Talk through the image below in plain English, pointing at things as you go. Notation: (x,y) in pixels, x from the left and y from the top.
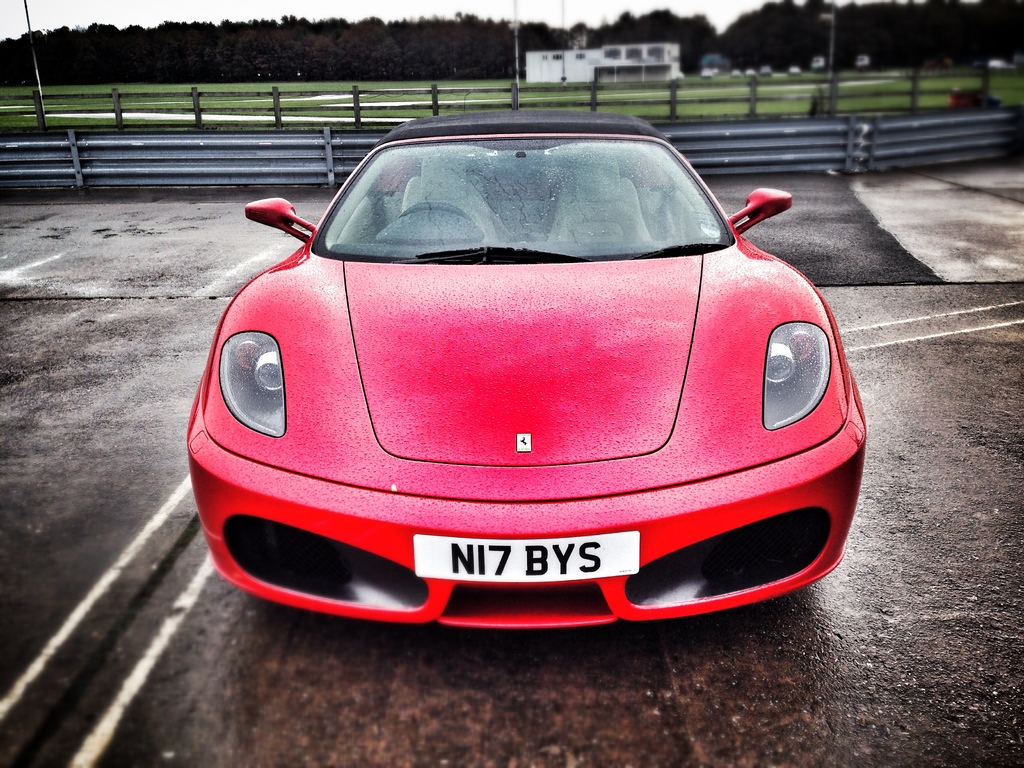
In this picture we can see a car (796,456) on the road (113,636). In the background (282,127) we can see a fence (802,133), poles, house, vehicles (989,62), trees (738,53), and sky (698,1).
